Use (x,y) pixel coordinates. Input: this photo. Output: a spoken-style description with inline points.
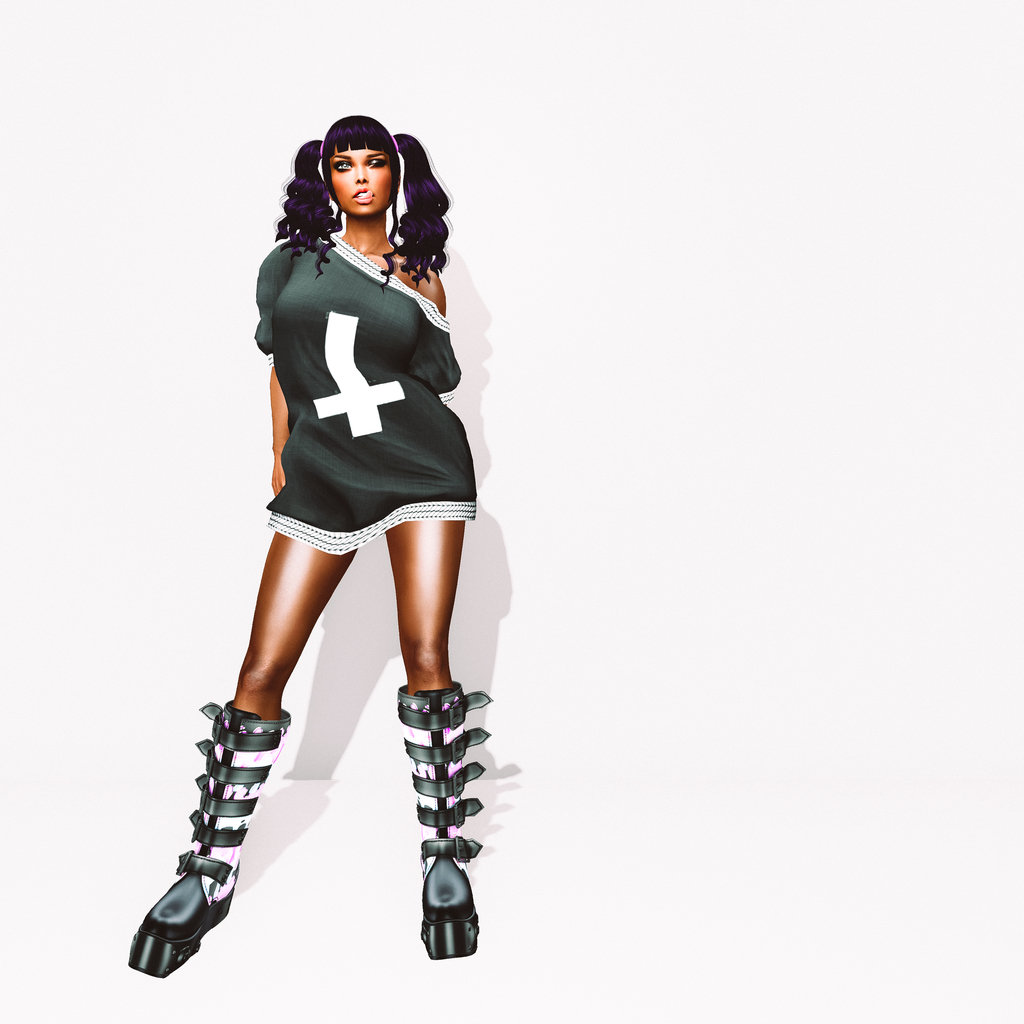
In this image we can see a woman (425,435) standing and posing for a photo and it looks like an animated image and the background (485,62) is white in color.
